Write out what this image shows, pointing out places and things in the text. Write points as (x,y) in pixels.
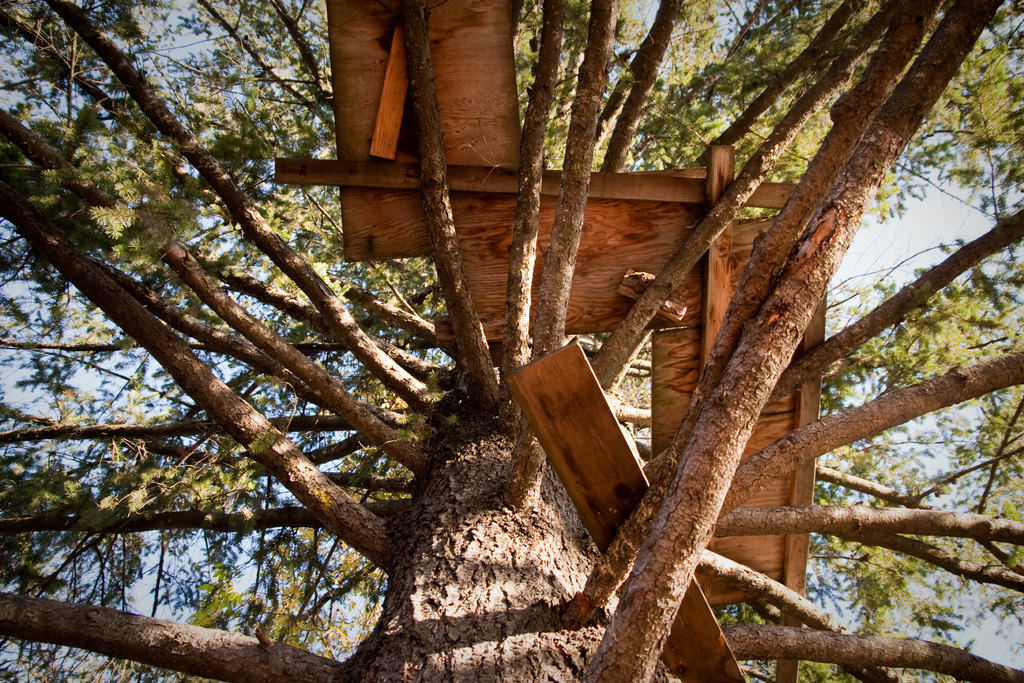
In this picture there is a tree (448,395) in the center of the image (628,283) and there are wooden boards (495,206) on it.
